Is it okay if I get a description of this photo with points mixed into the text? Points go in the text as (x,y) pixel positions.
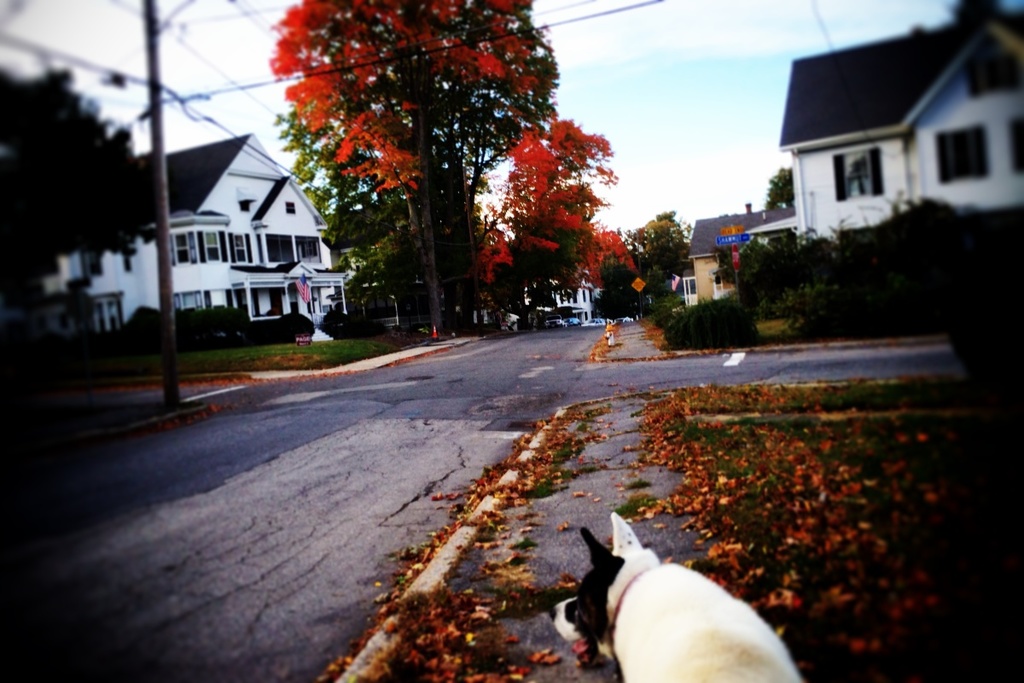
In the center of the image (461,292) we can see buildings (271,261), trees (382,276), pole (161,314), wires (234,89), boards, plants (689,313), road (473,360) are there. At the bottom of the image (575,582) we can see dry leaves (740,593), dog (587,634) are there. At the top of the image (688,48) clouds (696,30) are present in the sky (697,111).
